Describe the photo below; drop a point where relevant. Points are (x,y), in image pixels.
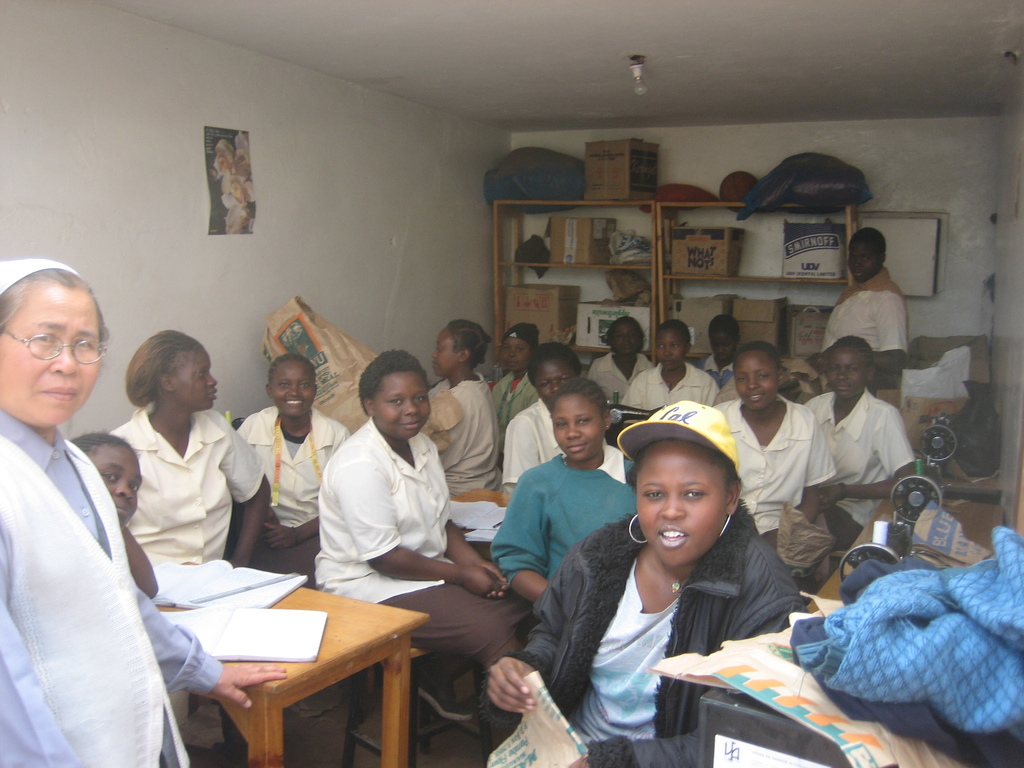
An indoor picture. Most of the persons (594,453) are sitting on chair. This 2 persons (86,729) are standing. In-front of this person (61,669) there is a table (331,625), on table (352,650) there is a book (218,625), scale (230,593) and papers (214,640). Far there is a rack (509,261) filled with cardboard boxes (714,257) and plastic cover (555,177). Bulb (634,81) is attached to the roof (586,86). On wall (258,161) there is a poster (223,182). On this table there is sewing machine (874,544) and clothes (926,602).
